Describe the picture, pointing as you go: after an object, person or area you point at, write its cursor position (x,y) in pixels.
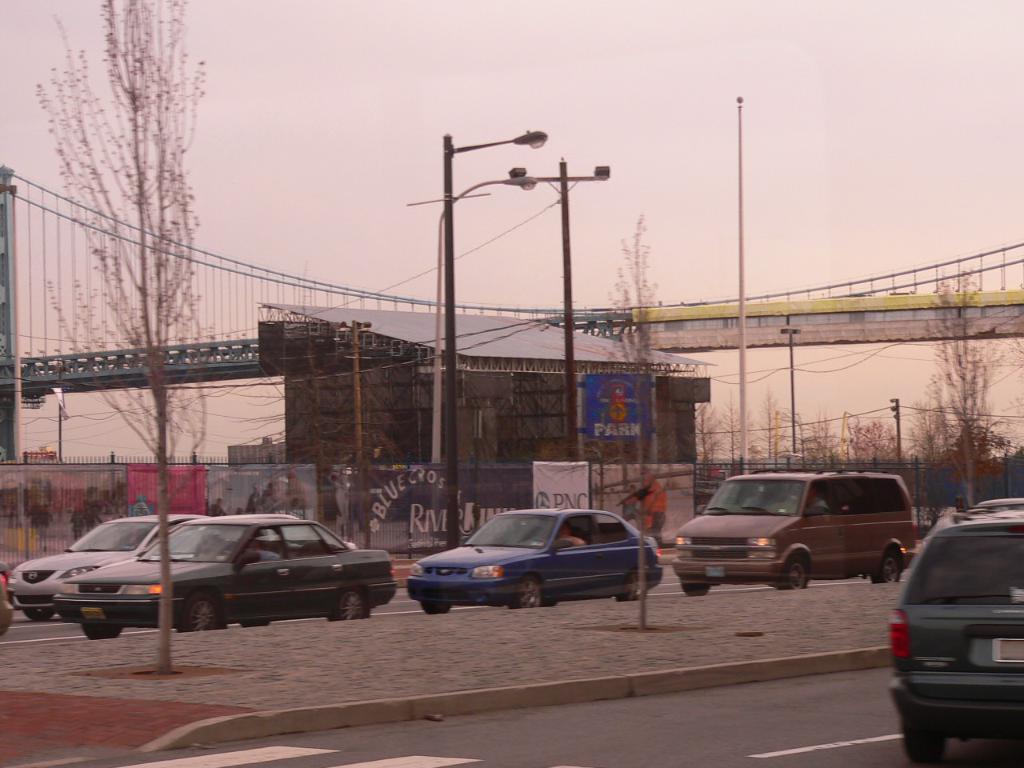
In this image there are a few cars (492,538) passing on the road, in the background of the image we can see utility poles (575,416), lamppost (445,395) and a bridge (147,366).
